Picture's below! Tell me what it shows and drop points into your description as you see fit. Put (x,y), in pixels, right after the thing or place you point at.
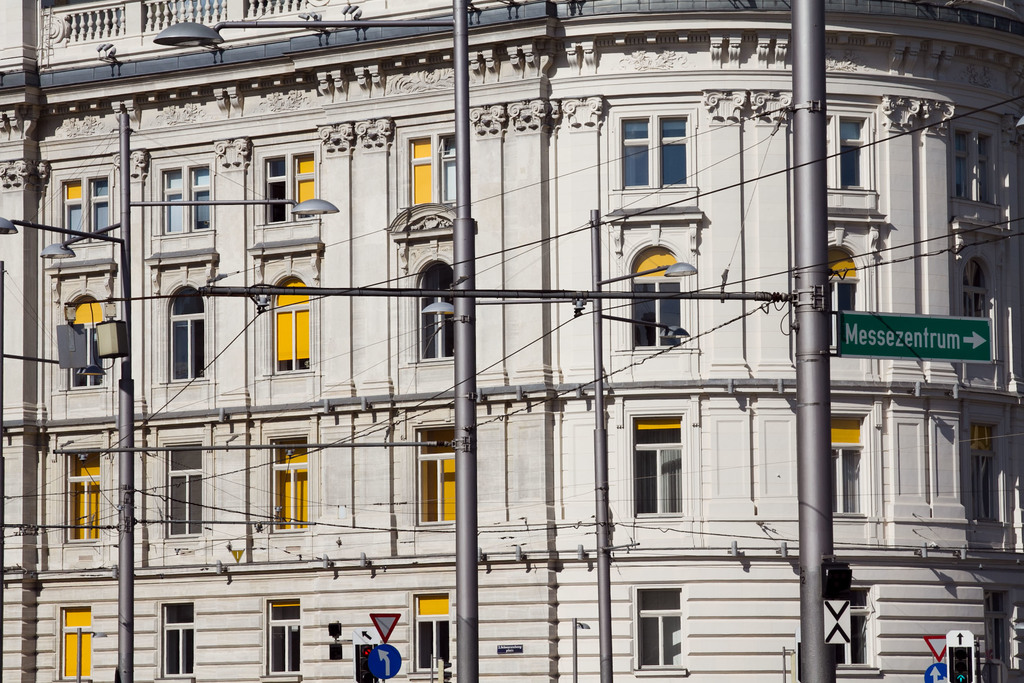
In the foreground of this picture (830,289) we can see the metal rods (825,353) and the lights (172,38) and we can see the text (869,338) on the board (875,337) and we can see the building (311,234), windows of the building (453,555) and some other objects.
